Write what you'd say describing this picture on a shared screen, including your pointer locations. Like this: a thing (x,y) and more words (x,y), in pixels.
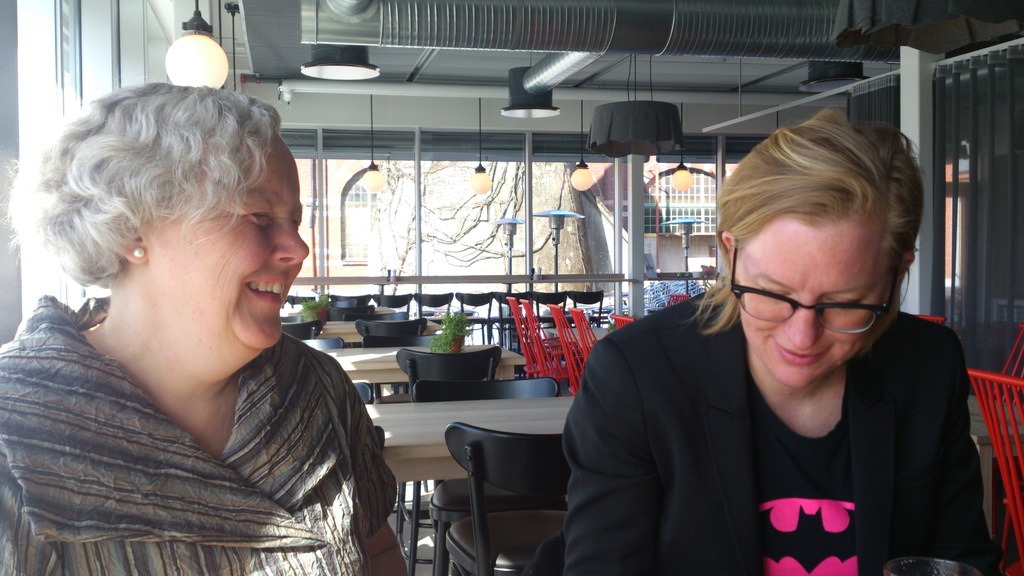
As we can see in the image in the front (250,210) there are two people (248,313), chairs (379,322), tables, windows (563,223) and outside the windows (478,261) there is a building (691,195) and trees (466,250).
